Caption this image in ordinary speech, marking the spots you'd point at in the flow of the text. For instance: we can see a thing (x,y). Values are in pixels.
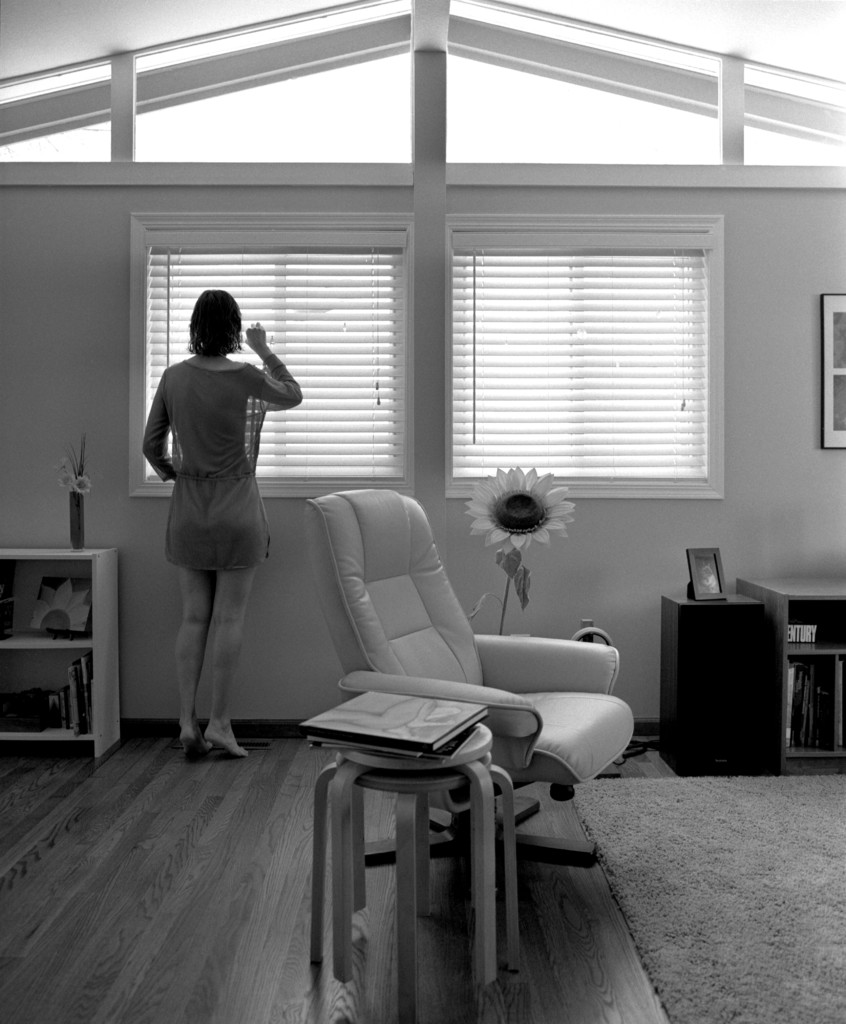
this picture shows a woman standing we see a chair (469,696) and a book (432,726) on the table (405,782) we see blinds (248,247) on the window (447,435) and we see a plant (511,580) with a flower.
